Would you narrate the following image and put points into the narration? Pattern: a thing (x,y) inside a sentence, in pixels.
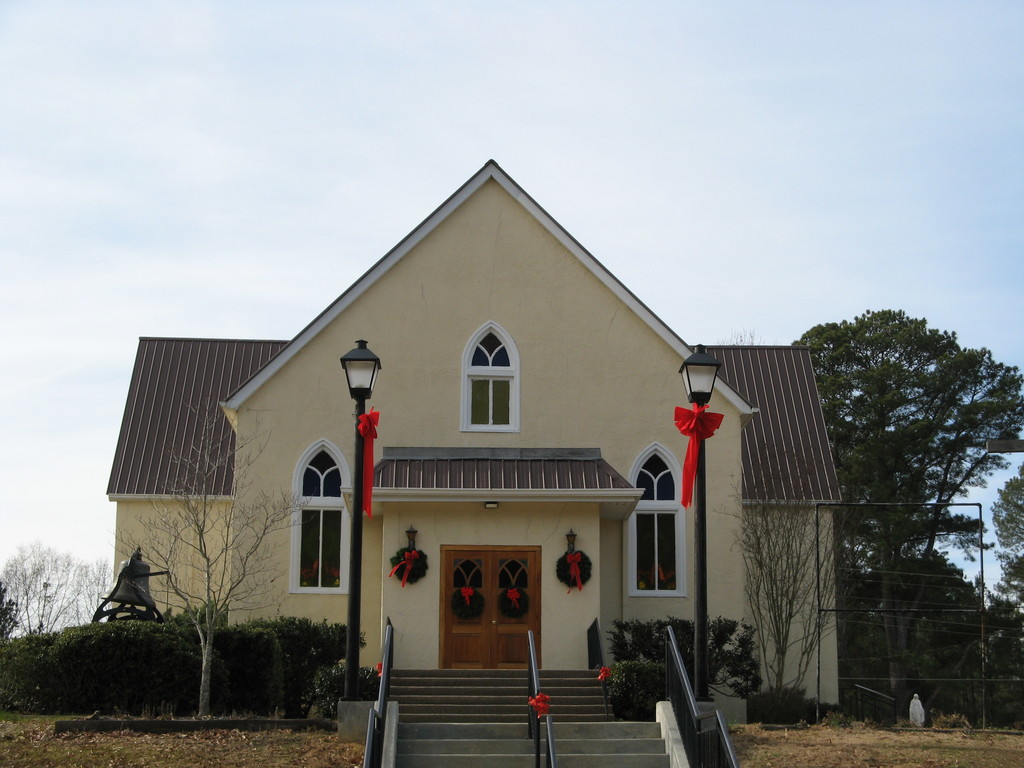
In this image I can see the stairs (491,733). I can also see a house (542,555). In the background (833,446), I can see the trees (896,375) and the sky (239,175).
